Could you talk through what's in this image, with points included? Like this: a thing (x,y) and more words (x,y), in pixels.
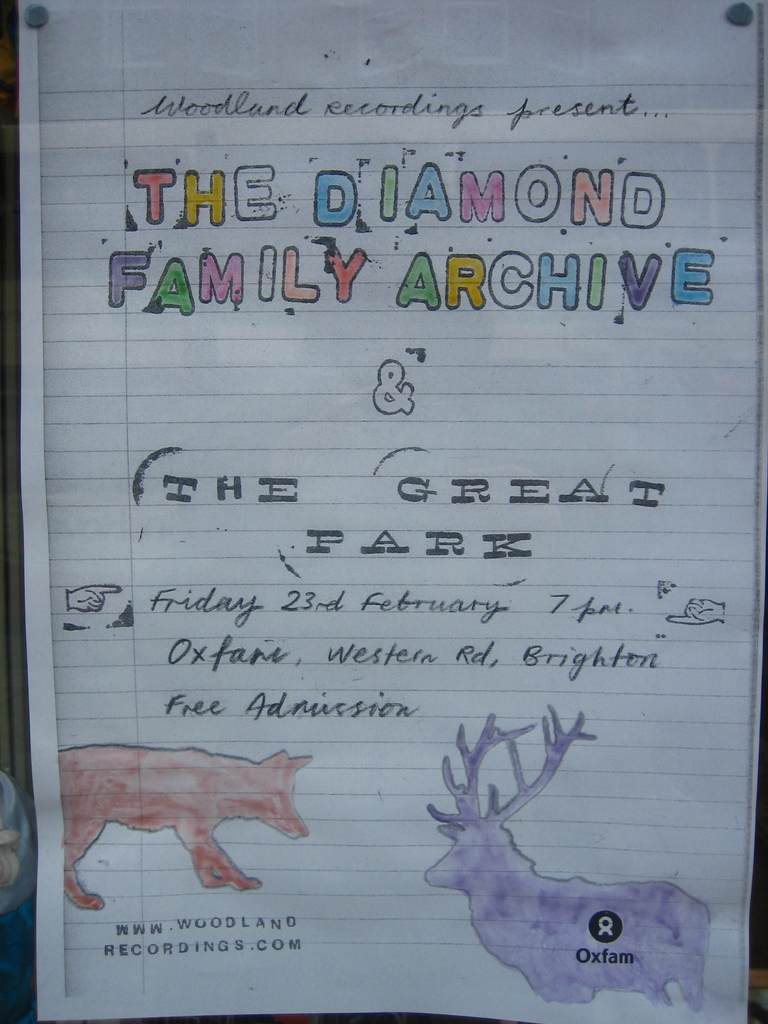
In the image there is a paper (169,554) with some text (137,925) and art (585,993) on it.
